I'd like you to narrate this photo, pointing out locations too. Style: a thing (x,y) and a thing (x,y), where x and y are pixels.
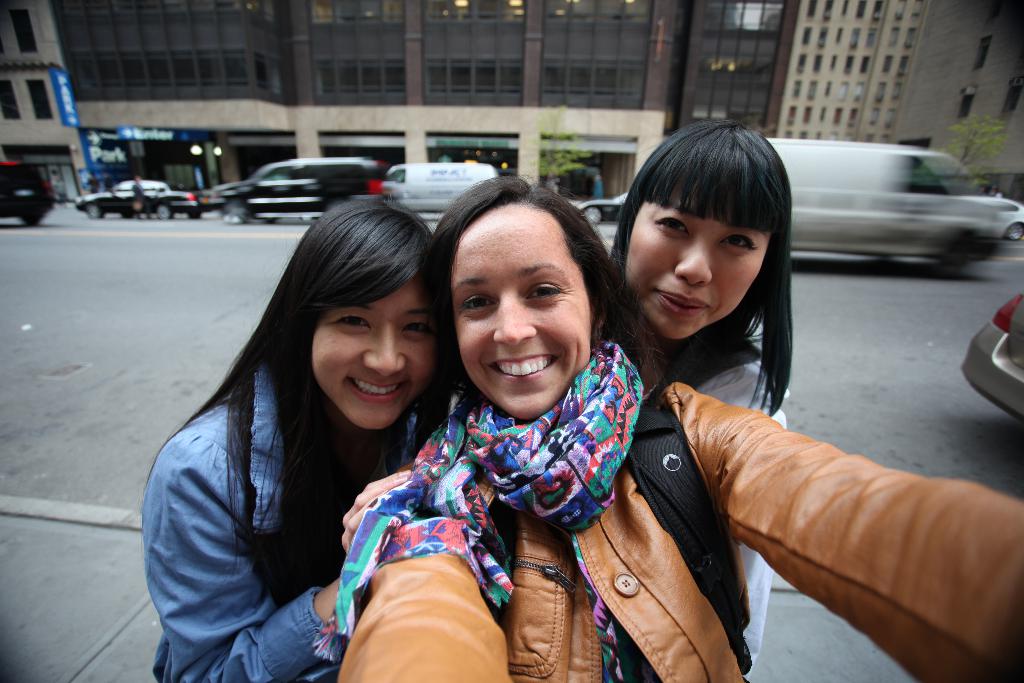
In this image there are three girl (466,501) taking the selfie. In the background (97,266) there is a road (180,229) on which there are vehicles (298,170). Behind the road (226,226) there are buildings (550,68) with the glass windows (261,67).
